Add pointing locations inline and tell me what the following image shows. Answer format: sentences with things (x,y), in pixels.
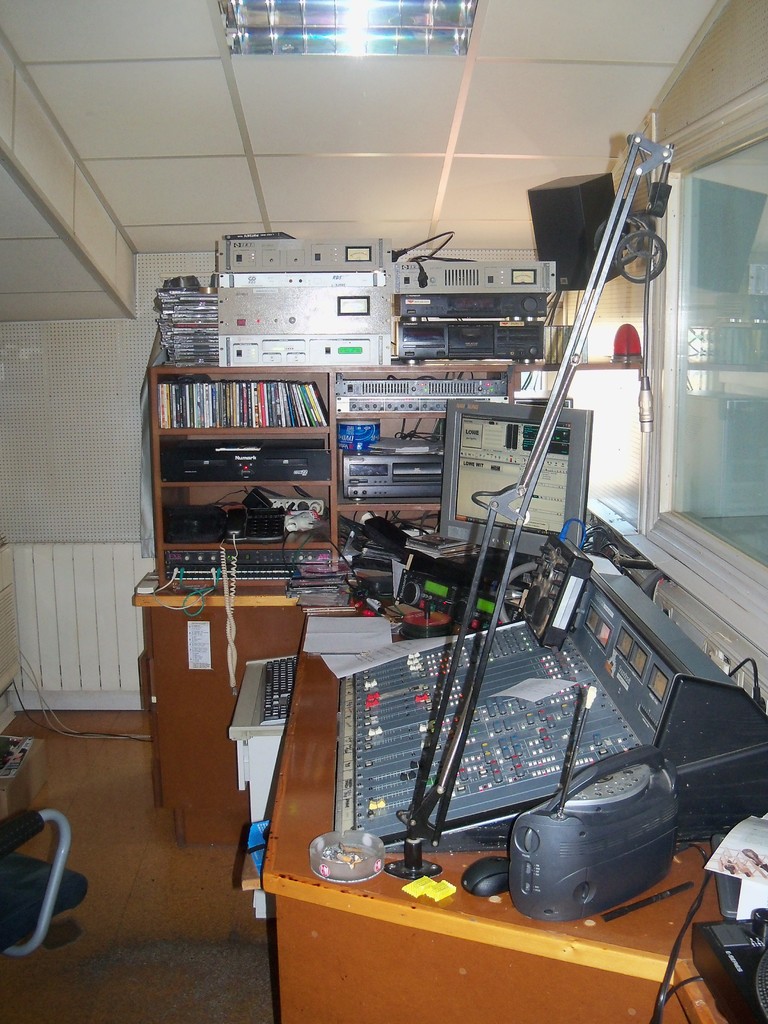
In this image there are tables (306,817), on that table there are electrical instruments (465,677), in another table (268,589) there are books (259,403) and electrical items (363,385), at the top (299,160) there is ceiling (369,91) and a light (330,29).
